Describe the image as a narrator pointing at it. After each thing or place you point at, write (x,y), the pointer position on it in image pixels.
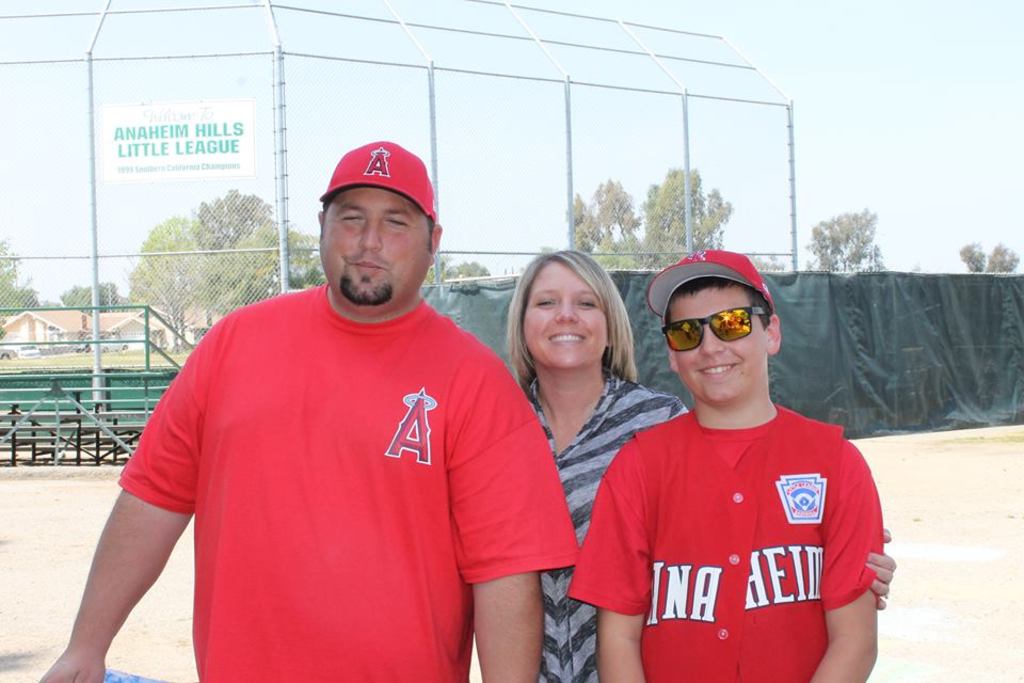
In this image there are three persons (608,401) standing with a smile on their face (568,348), behind them there is a ground (29,589) with a closed mesh fence (524,132), in the background of the image (227,215) there are trees (184,289) and houses (101,318).
